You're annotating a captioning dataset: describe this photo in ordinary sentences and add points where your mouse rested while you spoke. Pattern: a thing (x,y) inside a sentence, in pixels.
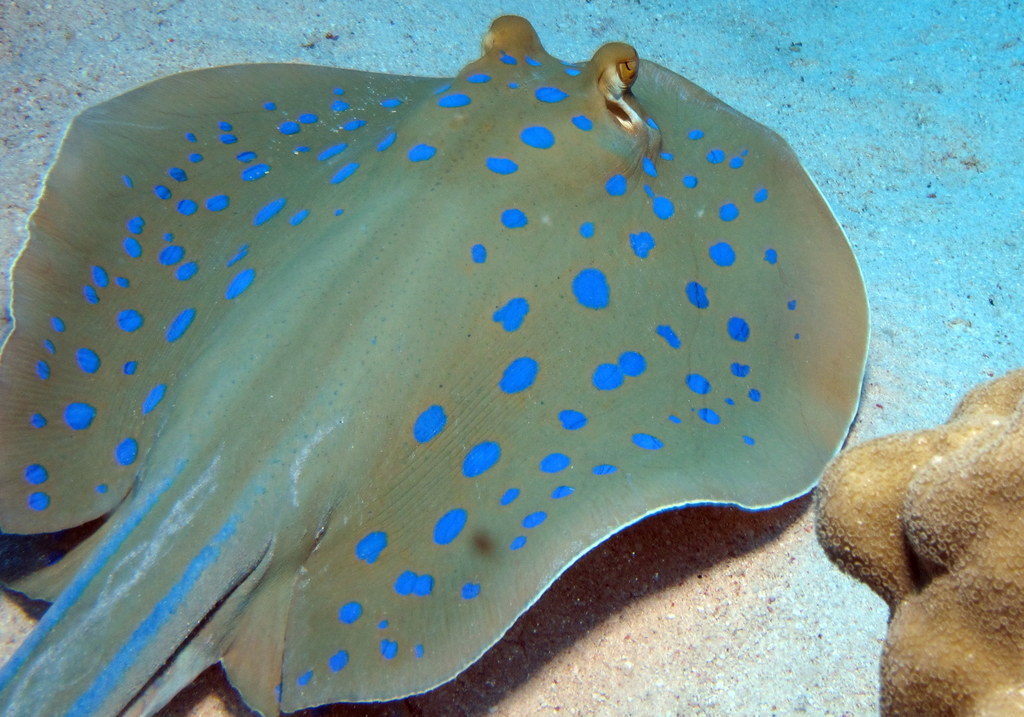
In this image we can see a stingray (643,272) and a coral reef (938,445) in the water (910,425).
